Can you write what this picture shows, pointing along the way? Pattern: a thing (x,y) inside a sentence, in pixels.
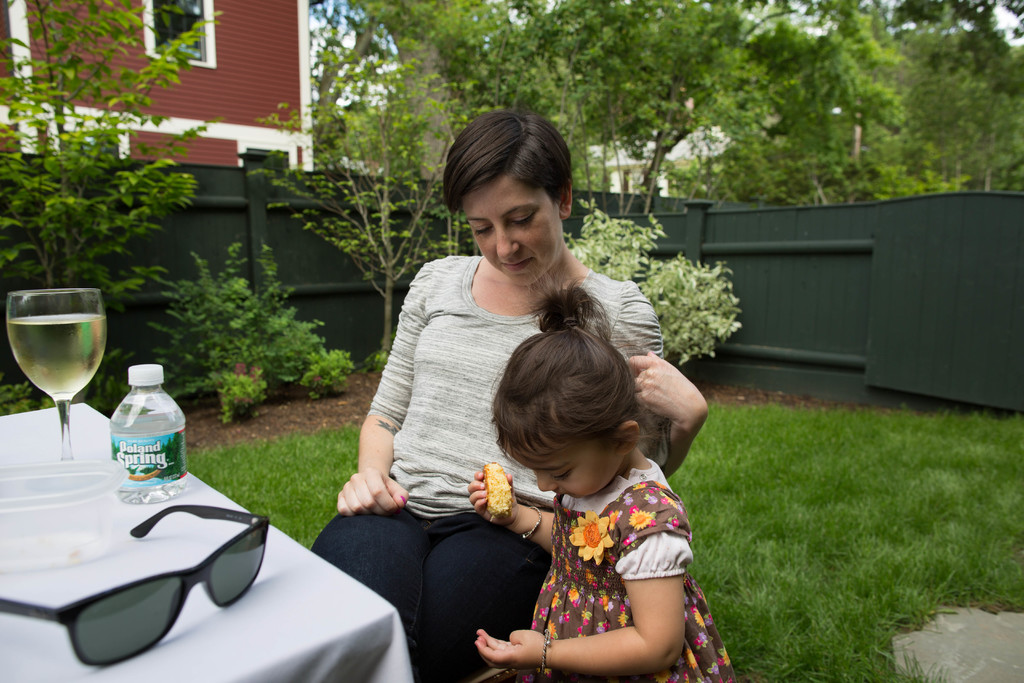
In this picture a lady (453,356) and a small girl (621,544) are near a table (321,614), the picture is clicked outside the house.
